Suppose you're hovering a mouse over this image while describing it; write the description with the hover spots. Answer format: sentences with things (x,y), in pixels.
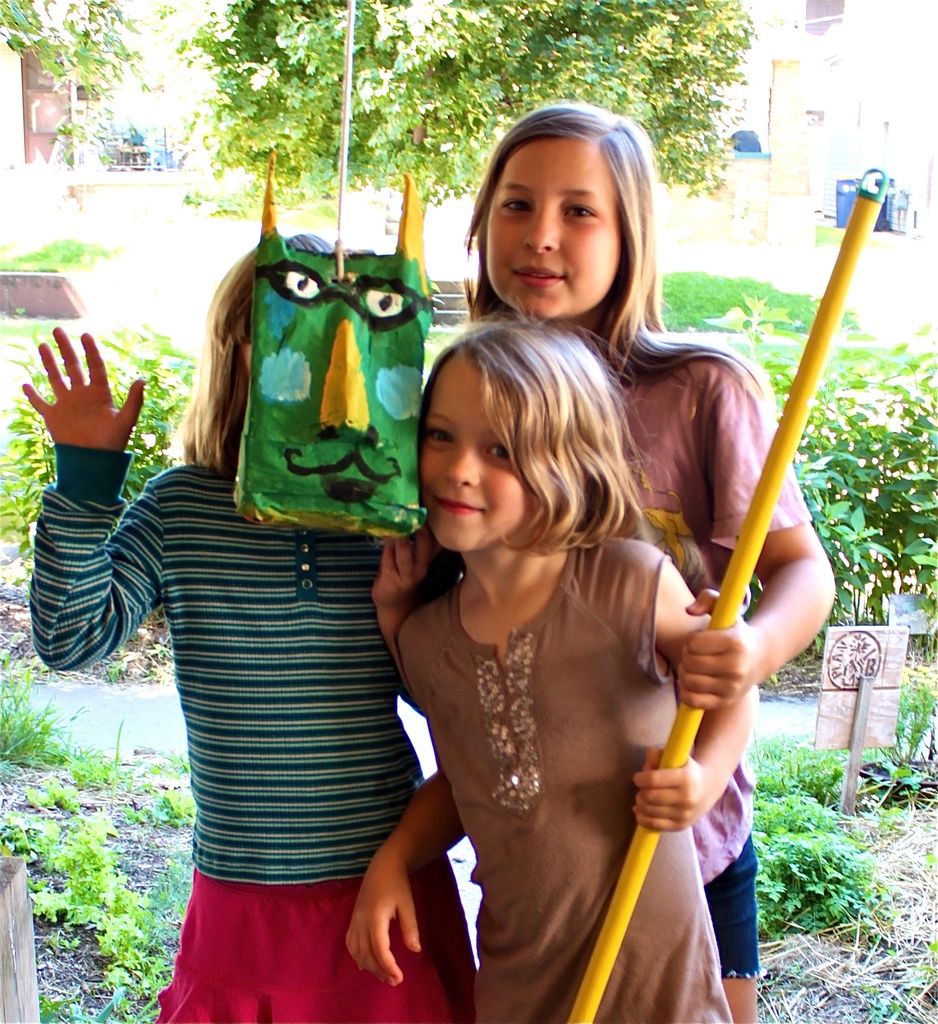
In the foreground of this image (746,838), there are three girls (556,769) where two (576,784) are holding a stick (785,464) and a girl (225,522) is wearing a mask (333,377) to her face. In the background (885,453), there are plants (863,488), grass (837,790), a board (850,639) and trees (294,38).
